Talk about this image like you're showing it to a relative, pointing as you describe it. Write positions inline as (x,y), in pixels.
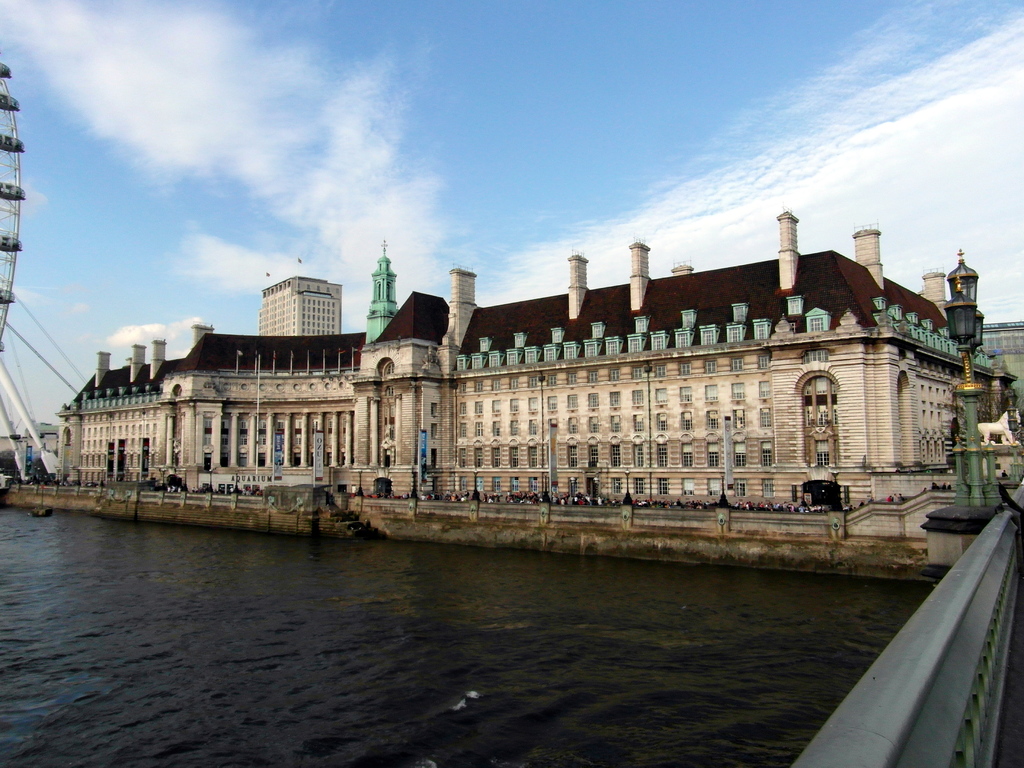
In this image, we can see buildings (464,395) in front of the river (449,625). There is a pole (976,445) on the right side of the image (960,437). In the background of the image (636,126), there is a sky (274,101).
